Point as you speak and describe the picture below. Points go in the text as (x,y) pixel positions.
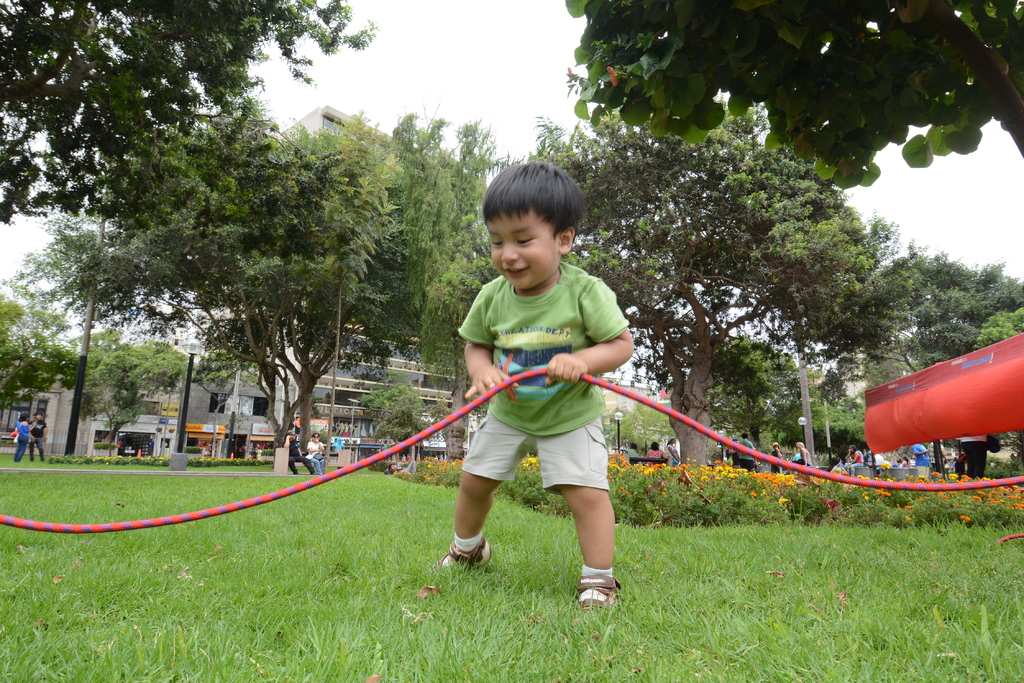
As we can see in the image, there are some trees (604,119). In the front (519,263) there is a boy (531,317) laughing, playing with rope (479,400) and standing on grass (525,593). Behind the boy (548,442), there are some plants (719,496) with flowers (740,492). In the background (251,414) there are building (222,422) and some people (43,438) sitting and standing.
